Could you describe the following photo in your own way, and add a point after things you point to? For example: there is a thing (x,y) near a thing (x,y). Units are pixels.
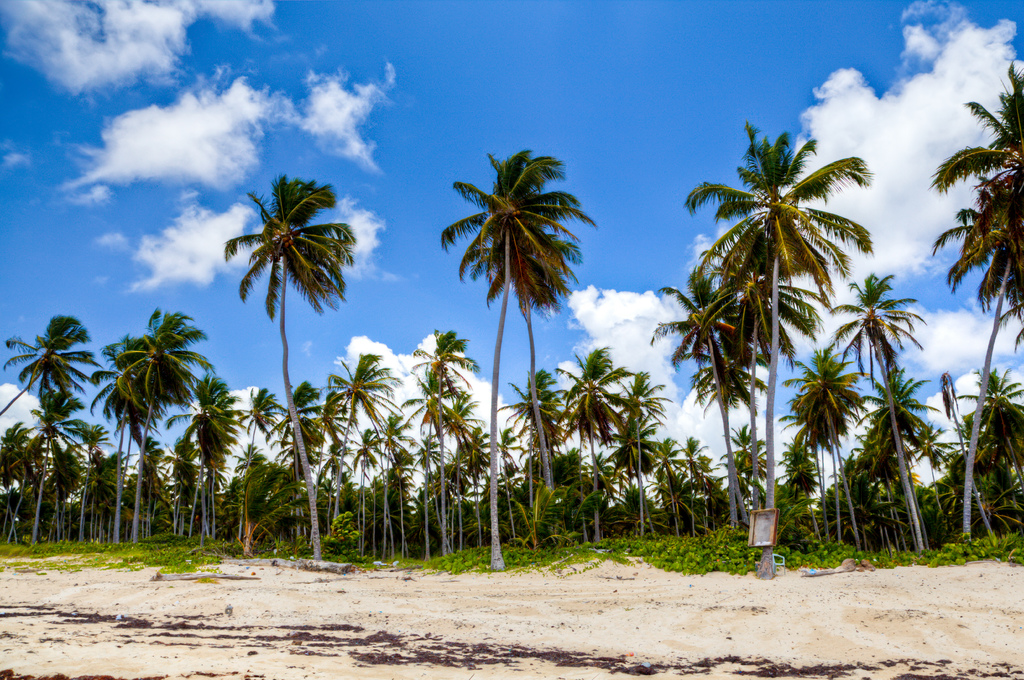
In this image I can see trees (191,514) in the center of the image (551,431). Sand (589,591) at the bottom of the image (484,625) and sky (262,74) at the top of the image (425,84).
